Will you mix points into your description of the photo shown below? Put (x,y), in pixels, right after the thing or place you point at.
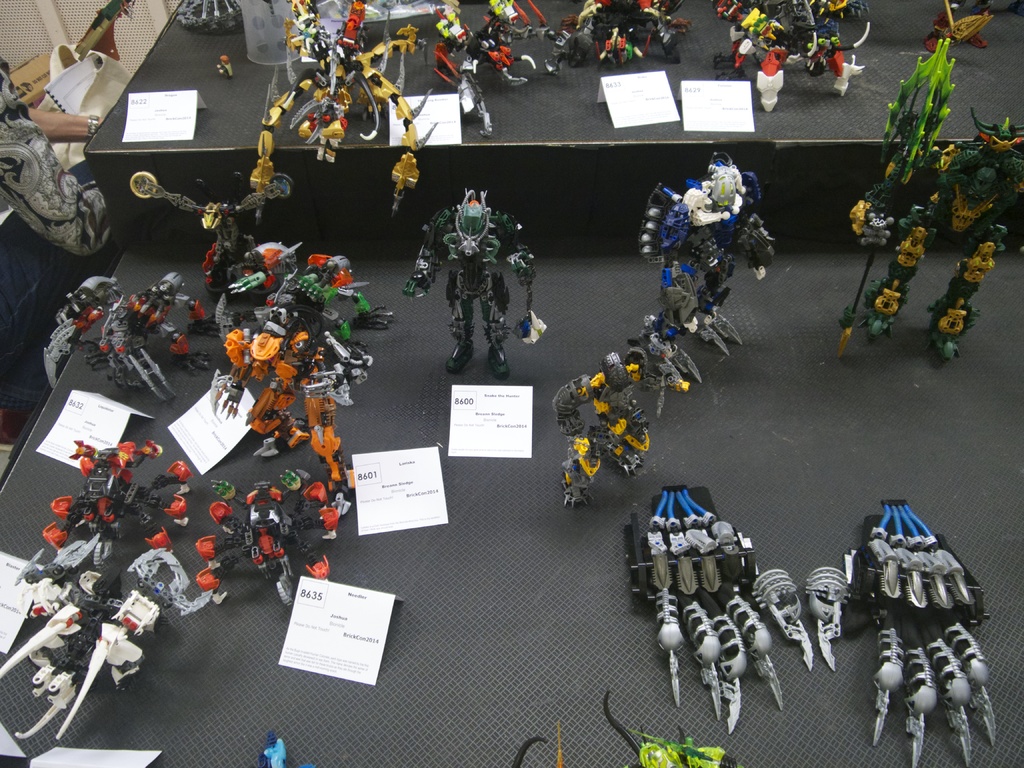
In this picture we can see there are lot of toys (708,594) and name boards (380,602) on the table (548,606). On the left side of the toys (258,257) we can see a person hands (59,134).
